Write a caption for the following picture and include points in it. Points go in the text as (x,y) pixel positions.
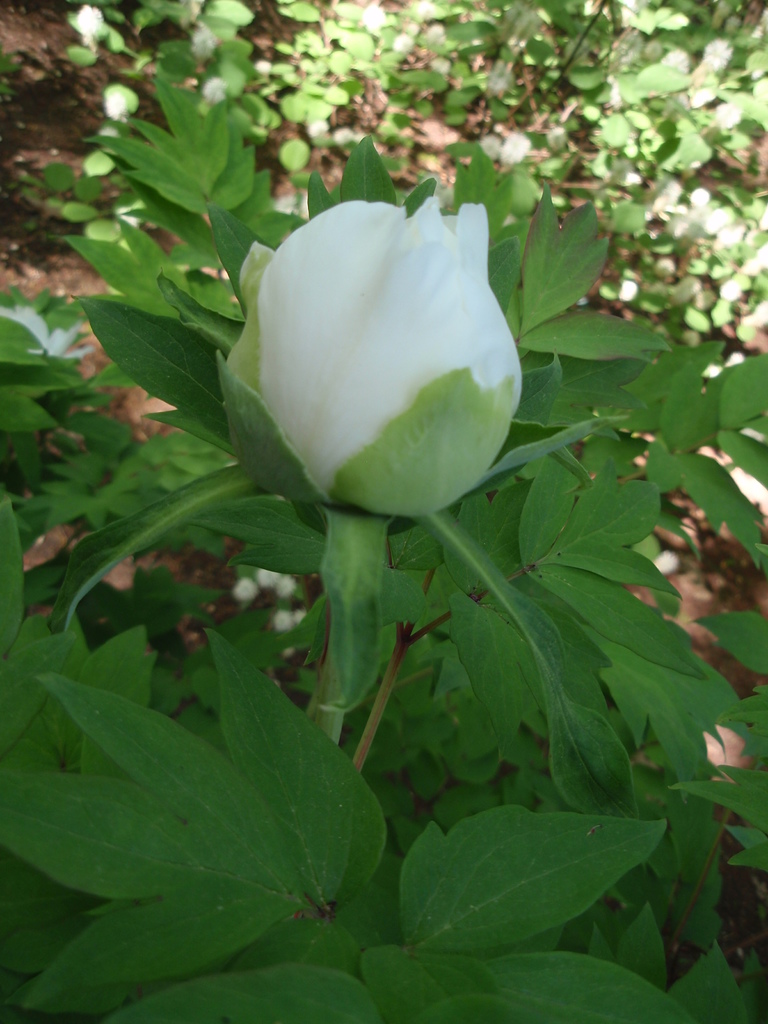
In this image I can see few plants (292,866) along with the flowers (333,312) which are in white color. Under the trees (166,207) I can see the mud (41,137).
